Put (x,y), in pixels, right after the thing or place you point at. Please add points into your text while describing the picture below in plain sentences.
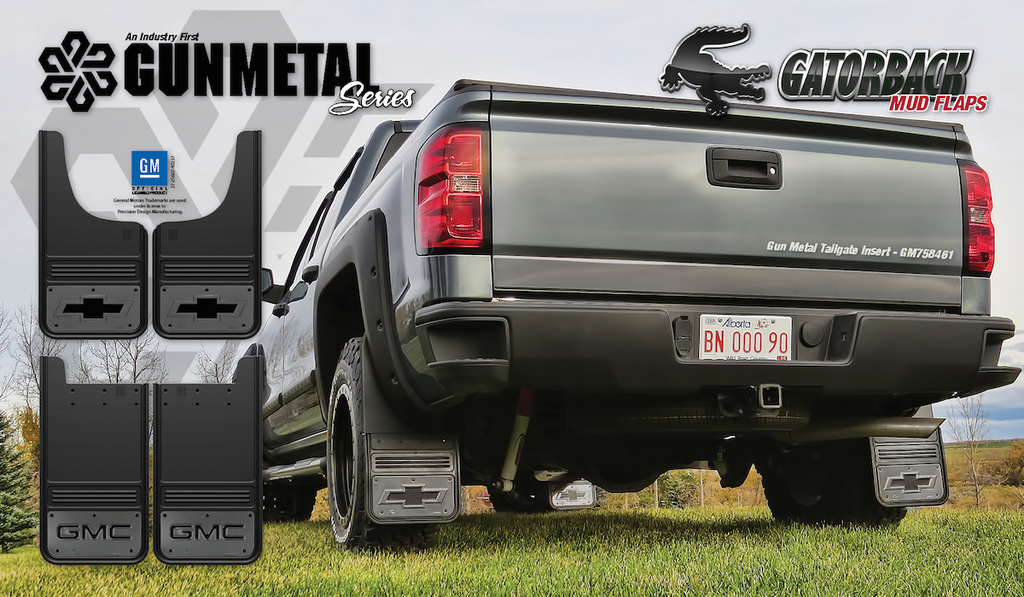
In this picture we can gray truck (814,397) is parked on the grass (461,539). On the top (136,58) we can see the "Gunmetal series" (367,100) is written.
